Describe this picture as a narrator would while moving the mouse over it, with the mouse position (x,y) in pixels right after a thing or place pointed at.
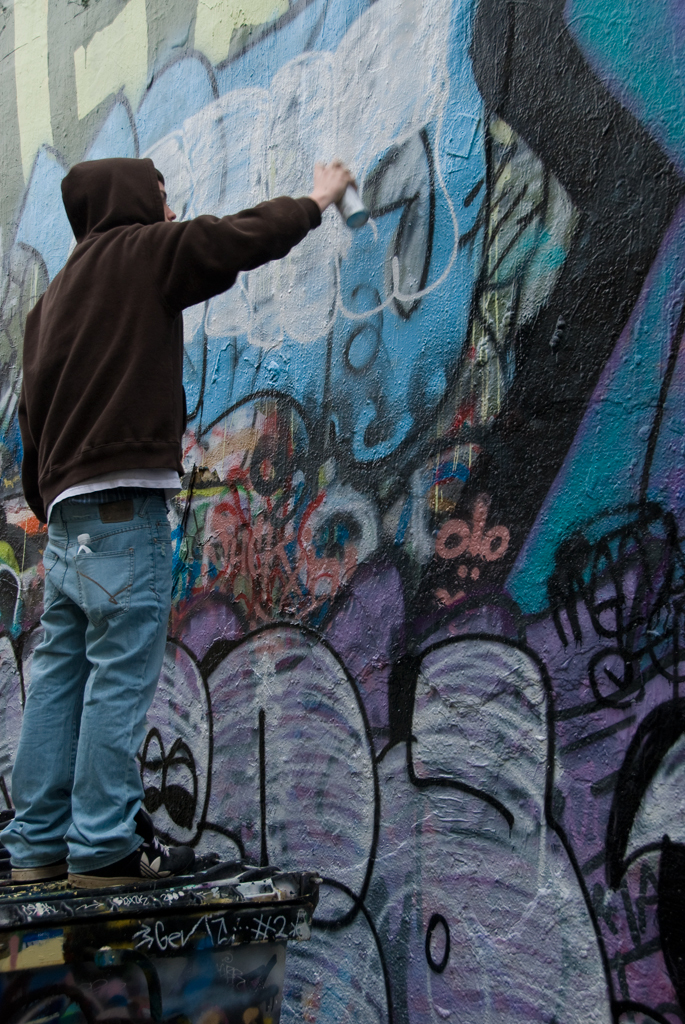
In this image on the left side (72,557) there is one person (75,517) who is standing and he is holding a container (353,204), and he is doing a graffiti (376,226) on the wall (357,671).
